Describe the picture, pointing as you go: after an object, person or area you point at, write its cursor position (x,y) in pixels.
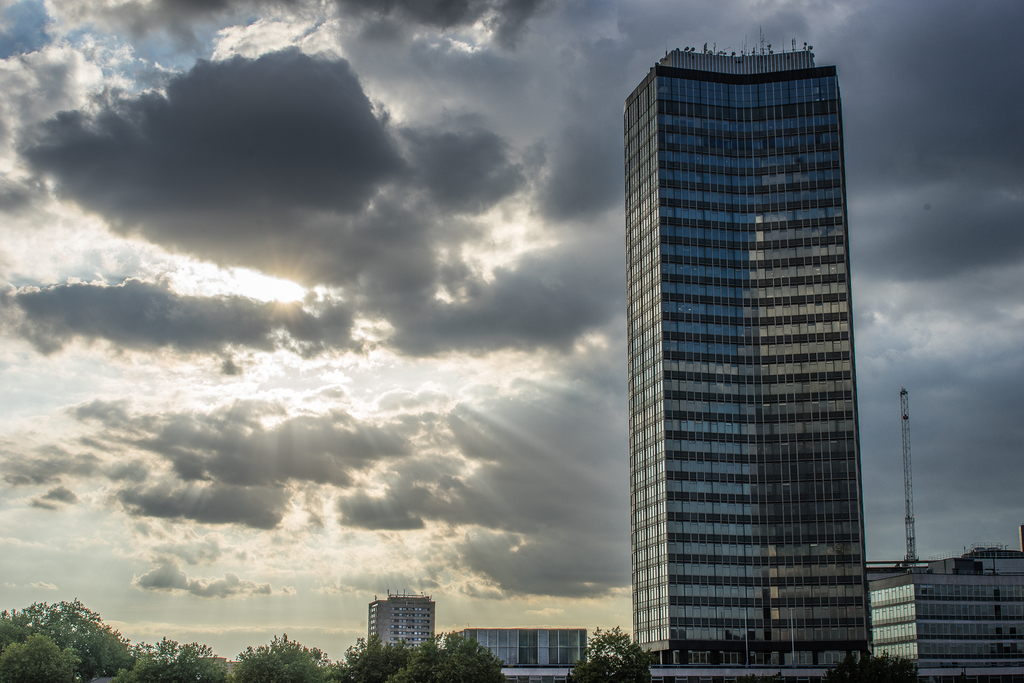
In this image, I can see a skyscraper (683,560) and the buildings (968,630) with the windows (982,615) and glass doors (547,648). This looks like a tower (909,538). At the bottom of the image (248,664), these are the trees (76,658). I can see the clouds (398,354) in the sky (339,260).
